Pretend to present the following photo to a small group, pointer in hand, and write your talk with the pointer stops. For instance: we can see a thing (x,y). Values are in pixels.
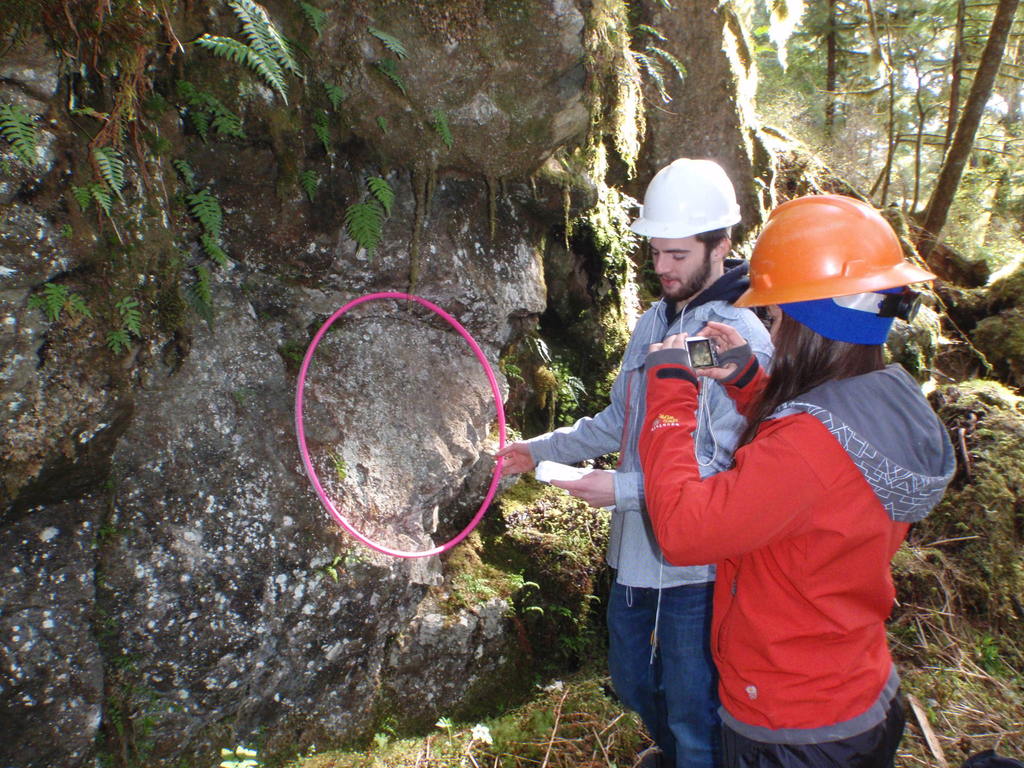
In this image we can see a man (744,269) wearing the white color helmet (669,182) and holding the pink color ring (483,353). We can also see a woman (755,265) wearing the helmet (829,214) and holding the camera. In the background (850,19) we can see the leaves (809,43), trees (850,19) and also the grass (512,730).
